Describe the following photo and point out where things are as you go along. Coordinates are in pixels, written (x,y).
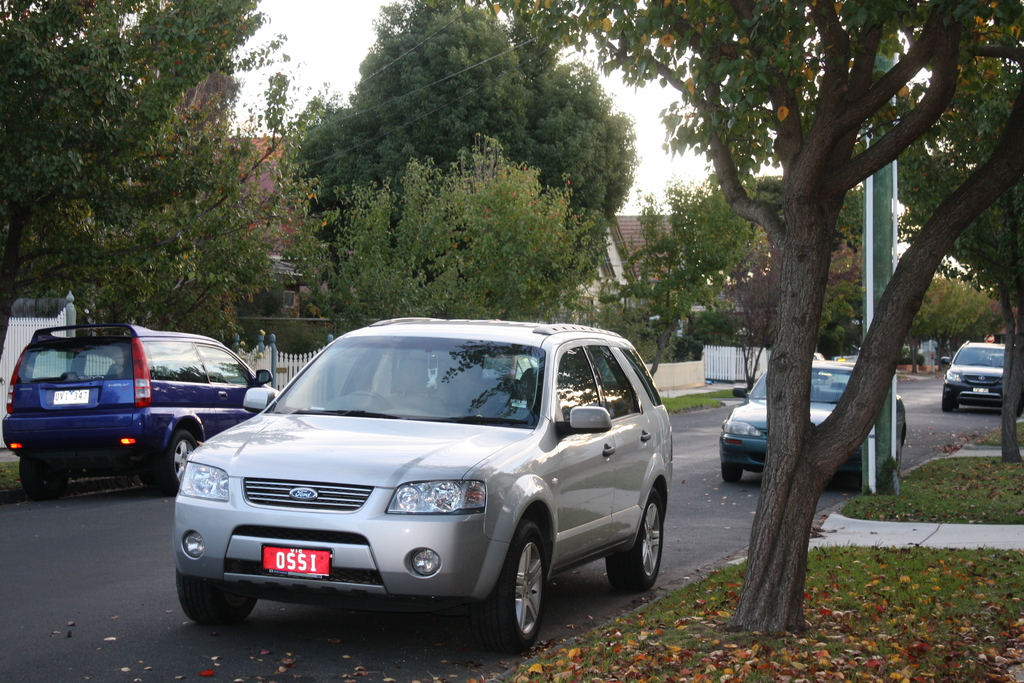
In this image we can see motor vehicles (472,528) on the road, shredded leaves (831,644) on the ground (842,613), trees (785,261), buildings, wooden grills (27,331) and sky (654,55).
